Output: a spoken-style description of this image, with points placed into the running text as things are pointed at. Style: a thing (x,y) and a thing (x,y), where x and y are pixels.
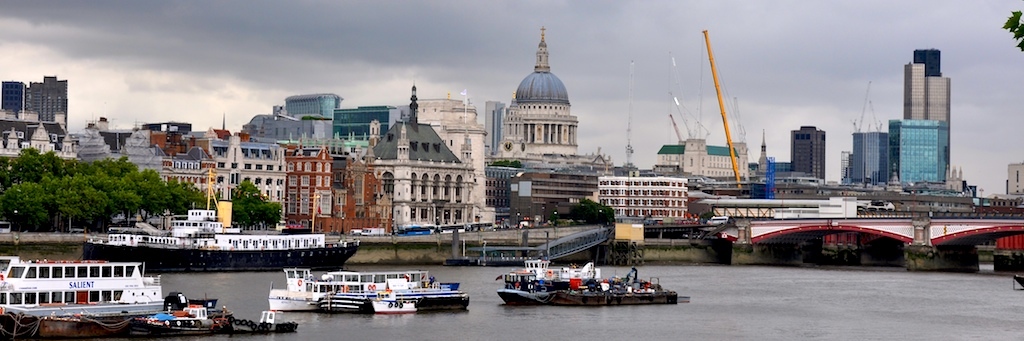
In this image it seems like there is a ship harbor (247,265) near the river (474,303). In the river (264,291) there are ships (247,257) and boats (519,296). On the right side (818,228) there is a bridge (840,237) on the water (873,282). In the background (310,120) there are tall buildings (402,141). At the top (240,59) there is sky (222,66). On the left side (117,180) there are trees (43,181).
